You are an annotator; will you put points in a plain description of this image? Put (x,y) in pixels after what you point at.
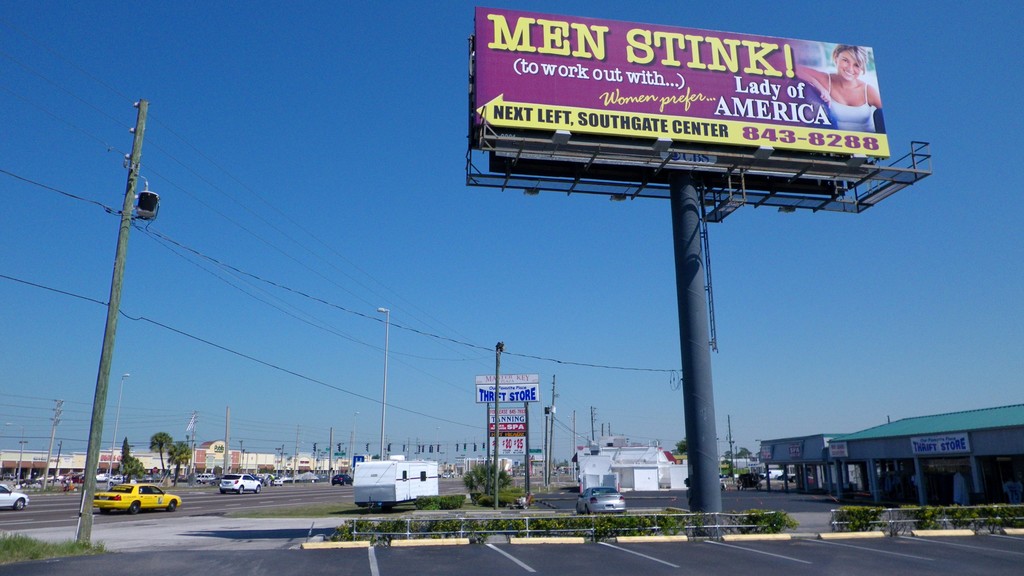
On the left side (152,493), there are vehicles (231,483) on the road (210,494), there is a light (113,443), there are poles (129,212) having cables (524,356), plants (482,475), footpath (28,529) and grass (39,535). On the right side (830,446), there is a hoarding (744,124) attached to the pole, there are buildings (771,444), vehicles (608,513), plants (569,521) and a road (611,550). In the background (23,439), there are buildings (474,465), poles (224,434) and there is blue sky (541,209).
